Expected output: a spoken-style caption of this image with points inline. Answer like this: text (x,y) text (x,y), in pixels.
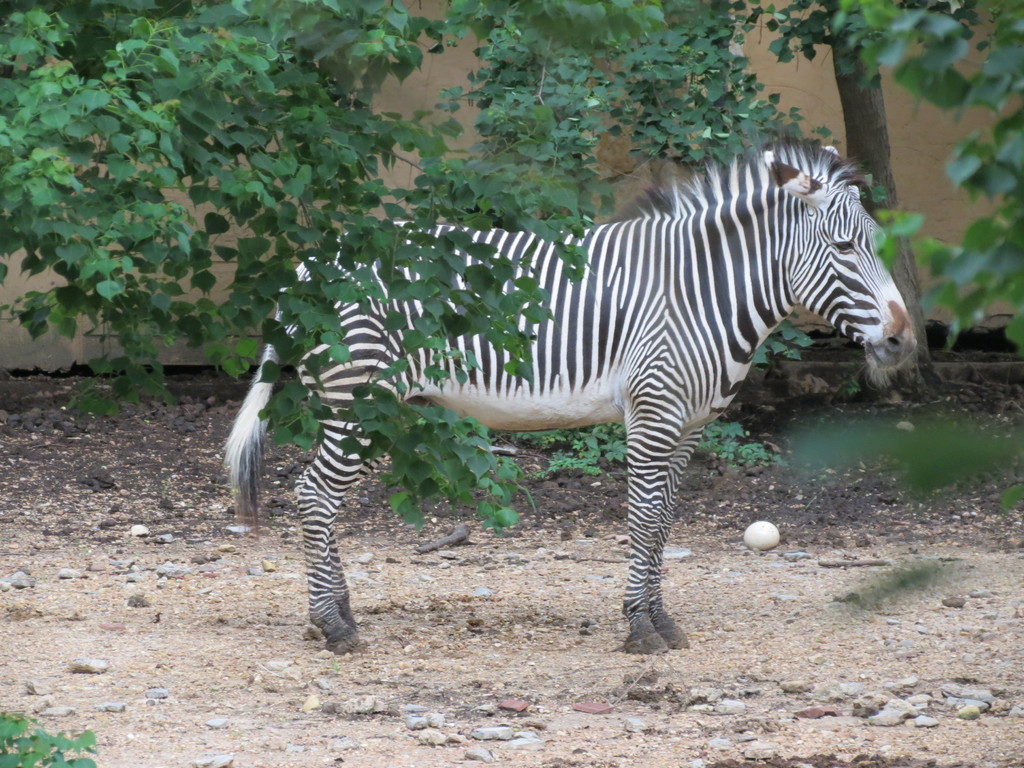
In this image we can see there is an animal (651,561) on the ground (535,599). And there are trees (509,208) and the wall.
